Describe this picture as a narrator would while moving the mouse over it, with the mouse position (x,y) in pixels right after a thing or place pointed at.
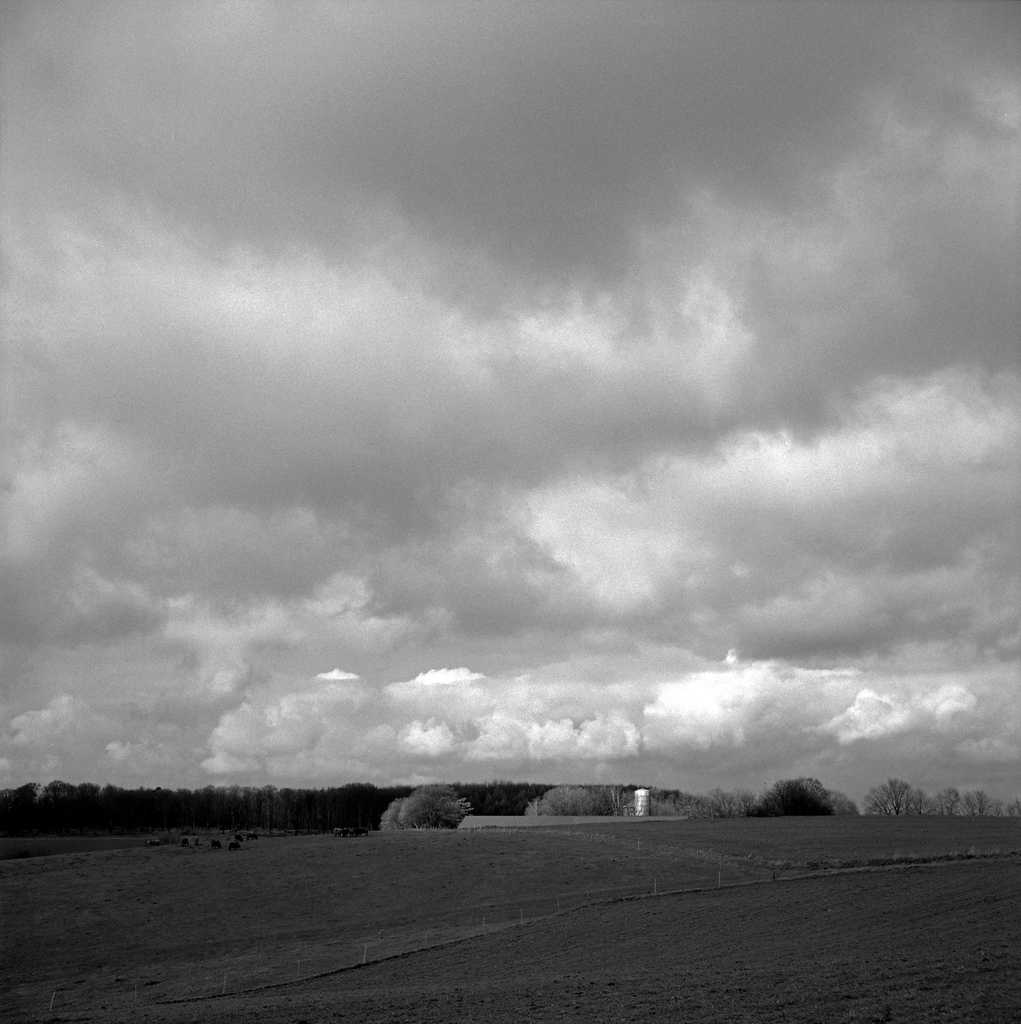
In this image we can see there are trees (447,805) and white color object (648,798). And at the side, it looks like animals (235,843). And there are poles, ground (279,865) and the cloudy sky (482,386).
